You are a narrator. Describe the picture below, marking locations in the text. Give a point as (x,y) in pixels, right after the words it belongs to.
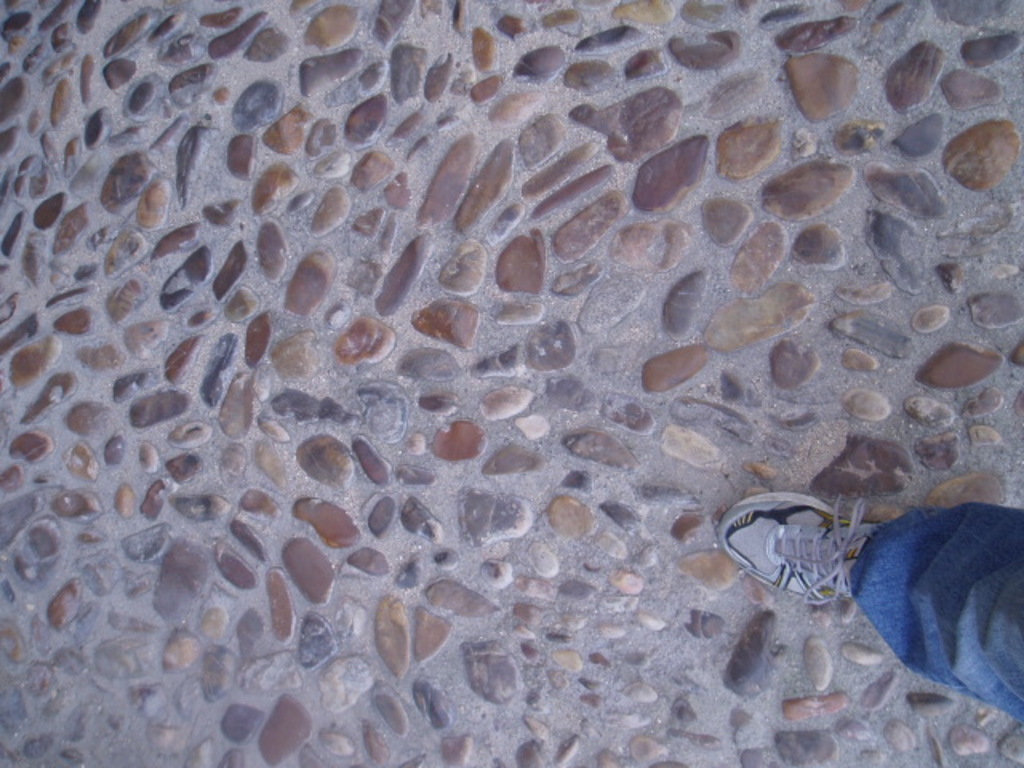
In this image at the bottom (302,611) there is a walkway (197,471), on the walkway (197,471) there is one person (804,536).
